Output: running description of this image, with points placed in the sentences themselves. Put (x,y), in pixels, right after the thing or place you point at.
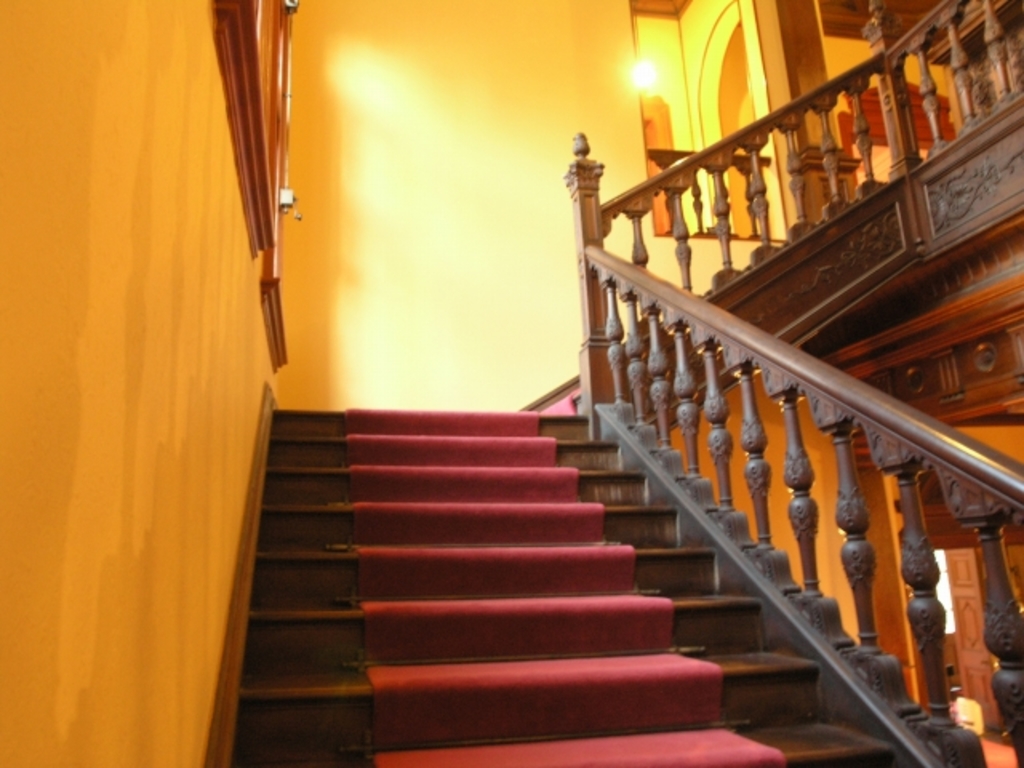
This image is taken from inside. In this image we can see the stairs (671,492) of a building (971,222). On the stairs (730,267) there is a red carpet (585,743). In the background (502,214) there is a wall (421,144) and on the left side of the image (267,112) there is a window (272,198).
